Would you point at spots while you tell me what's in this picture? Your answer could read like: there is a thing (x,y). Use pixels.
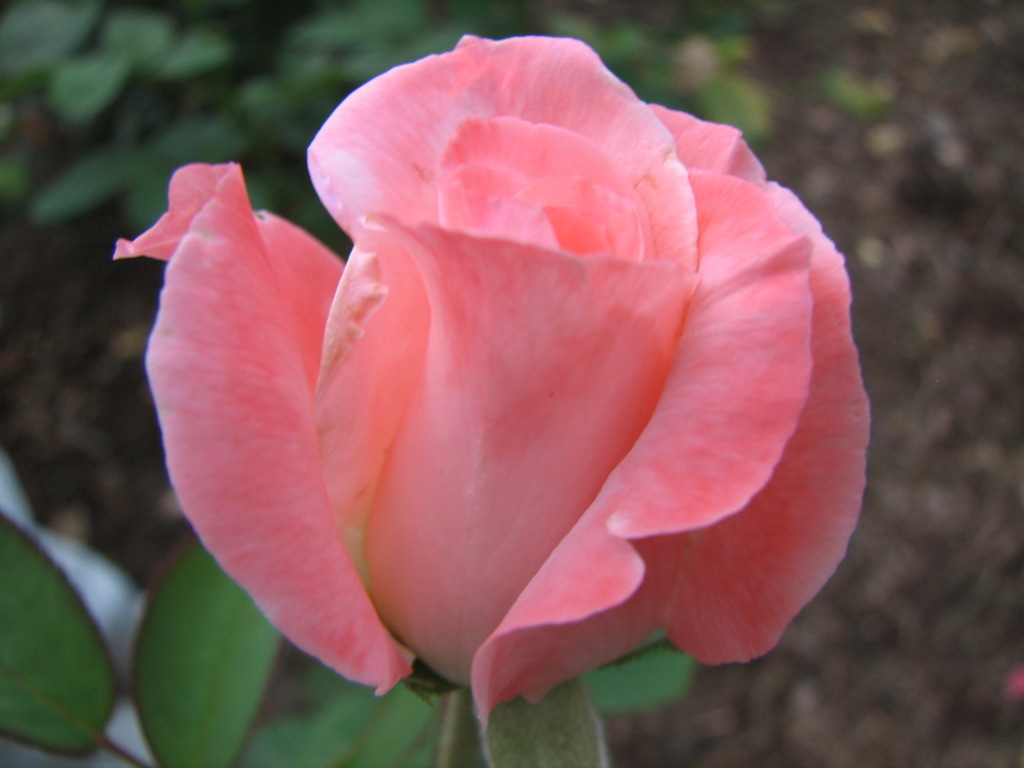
In this picture we see a pink rose flower (663,469) with green leaves (228,691).
